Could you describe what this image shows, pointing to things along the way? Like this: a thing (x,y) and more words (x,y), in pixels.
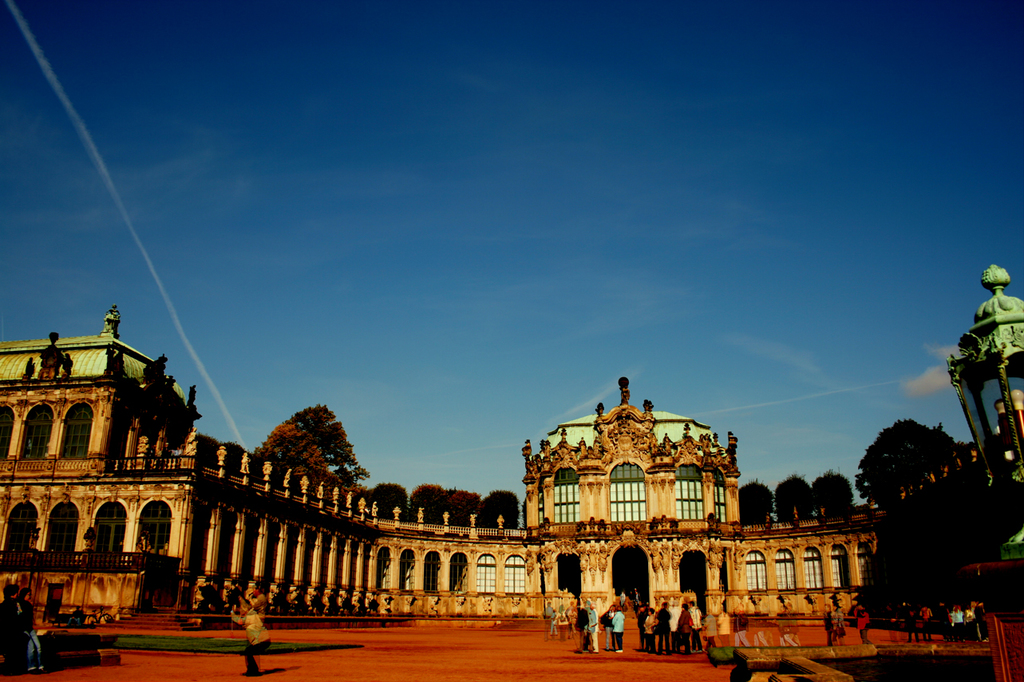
In the center of the image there is a palace (694,538). At the bottom (639,616) there are people (644,609). In the background (365,442) there are trees (505,506) and sky (569,305).
